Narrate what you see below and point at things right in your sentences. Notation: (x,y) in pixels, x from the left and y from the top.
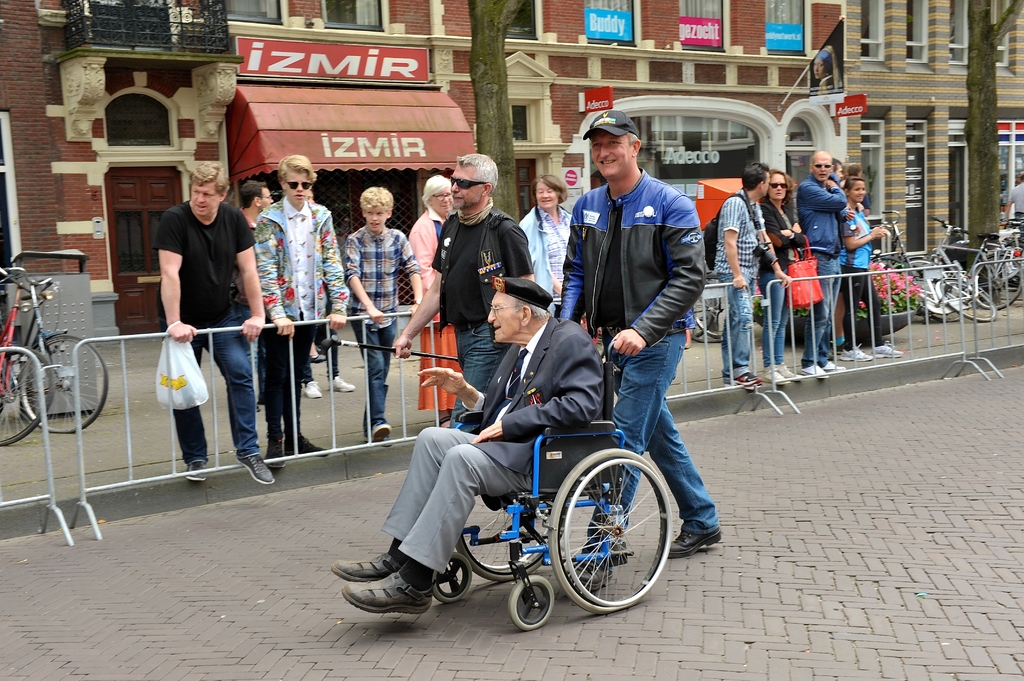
In this image we can see a man (563,390) on the wheelchair (631,503). We can also see another man (647,246) pushing the wheelchair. In the background (374,265), we can see many people (539,233) standing near the barrier (833,310). We can also see the trees (975,61), bicycles (1009,257) and also the buildings (601,82) and a flag (837,67). At the bottom (633,616) we can see the path (865,576). We can also see the flower pots (899,298).
